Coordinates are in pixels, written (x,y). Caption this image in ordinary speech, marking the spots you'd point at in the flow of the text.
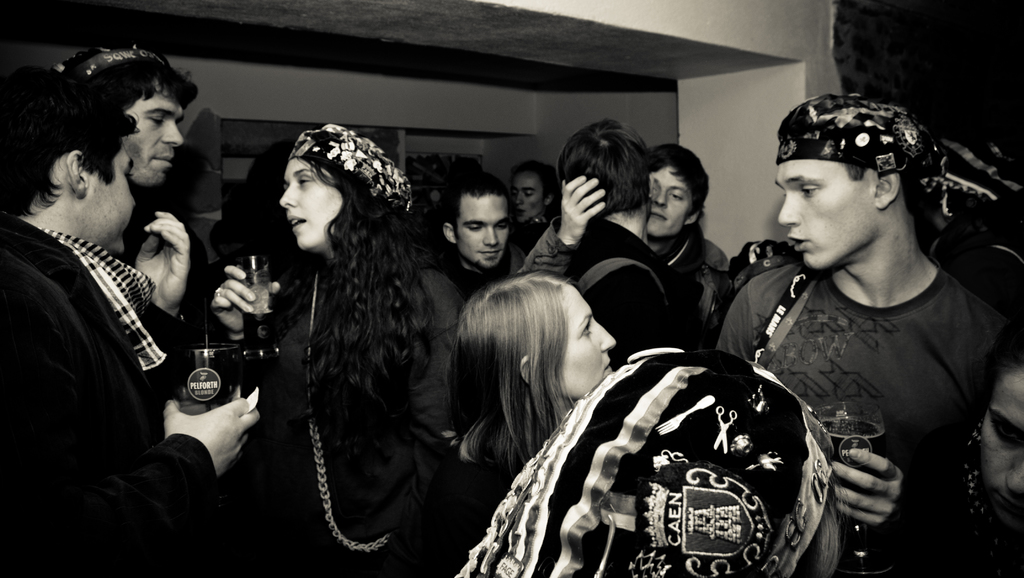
This image consists of many persons (411,376). On the left (335,370), we can see a man (229,406) and a woman (284,371) are holding the glasses (193,392). In the background (869,85), we can see a wall (531,88). It looks like a black and white image.
